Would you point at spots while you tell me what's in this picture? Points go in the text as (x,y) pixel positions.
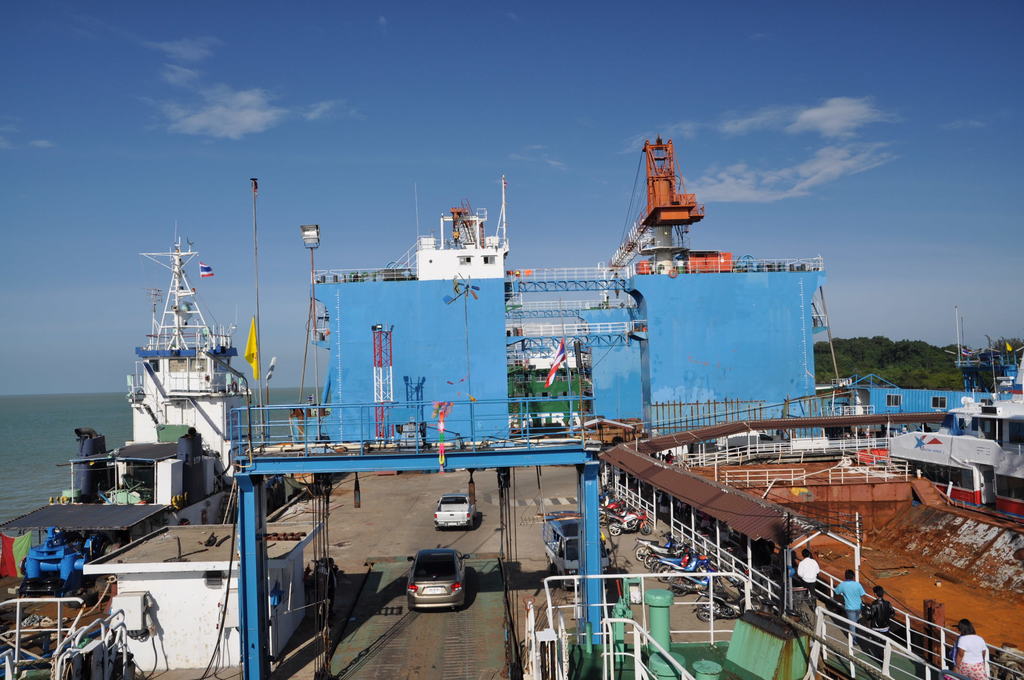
In this image I can see a bridge (473,415), I can also see few vehicles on the road (442,631), few persons (865,608) walking. Background (863,175) I can see few machines (763,319) in multi color, a pole (255,248) and the sky (372,172) is in white and blue color, and trees (857,362) in green color.
